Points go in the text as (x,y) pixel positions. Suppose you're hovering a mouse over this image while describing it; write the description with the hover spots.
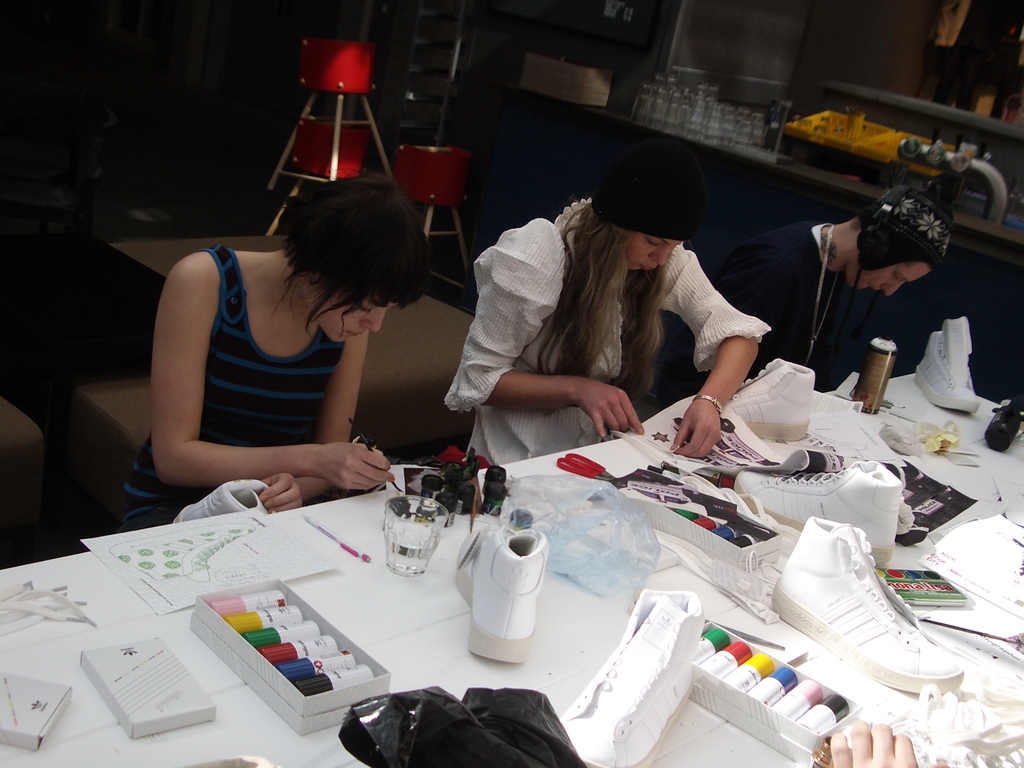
At the bottom of the image (410,668) there is a white color table (418,657) on which there are shoes (517,627), colors (760,696), glass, scissors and other objects (39,699). There are two ladies (312,356) sitting on the table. Beside them there is a person (875,290) wearing headphones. In the background of the image (299,174) there are chairs (403,170). To the right side of the image (769,151) there is a platform (597,132) on which there are glasses (708,110) and other objects (803,117).
